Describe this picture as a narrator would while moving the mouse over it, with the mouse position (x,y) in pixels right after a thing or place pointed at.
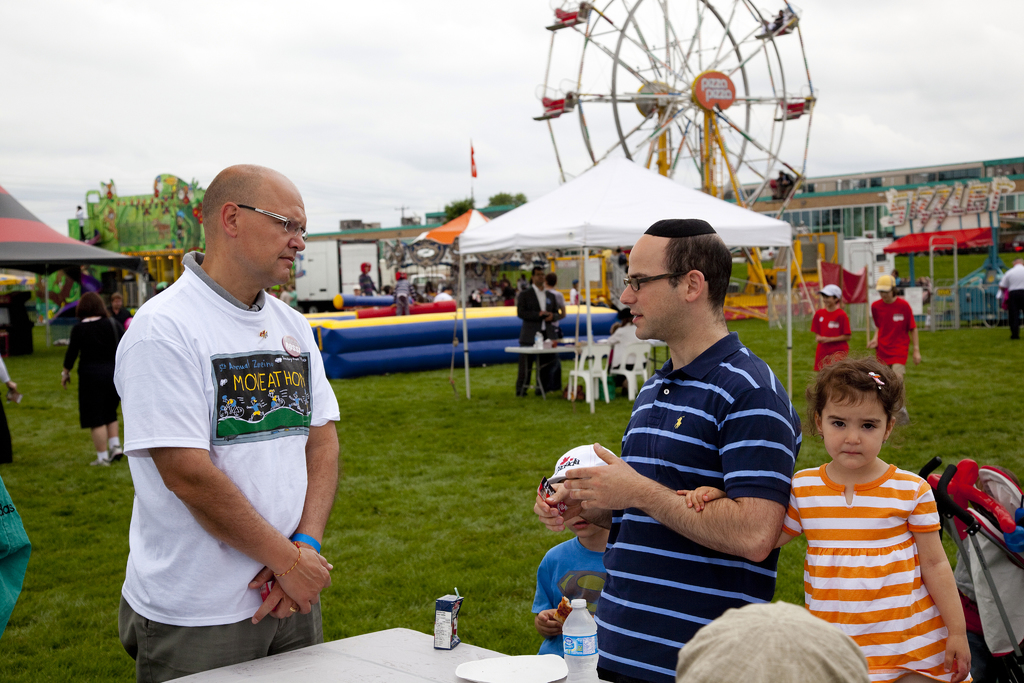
In this image a person (171,320) wearing a white top (215,462) is standing before a table (336,658) having a bottle (584,670), plate (490,672) are on it. There is a person (721,539) standing beside the boy (573,571) wearing a blue top (563,557) and cap (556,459). Right side (913,535) there is a girl (885,542) standing and she is holding hand (744,539) of a person (724,507). Beside the girl (936,521) there is a baby trolley (1019,585) on the grass land (484,371). Few persons (546,315) are standing under tent (611,235) having few chairs (627,358) and table (541,348). Two persons (838,334) wearing red top (893,350) is walking on the grass land (938,378). They are wearing caps (832,295). There is a giant wheel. Behind there is a house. Top of image (811,158) there is sky (390,71).
